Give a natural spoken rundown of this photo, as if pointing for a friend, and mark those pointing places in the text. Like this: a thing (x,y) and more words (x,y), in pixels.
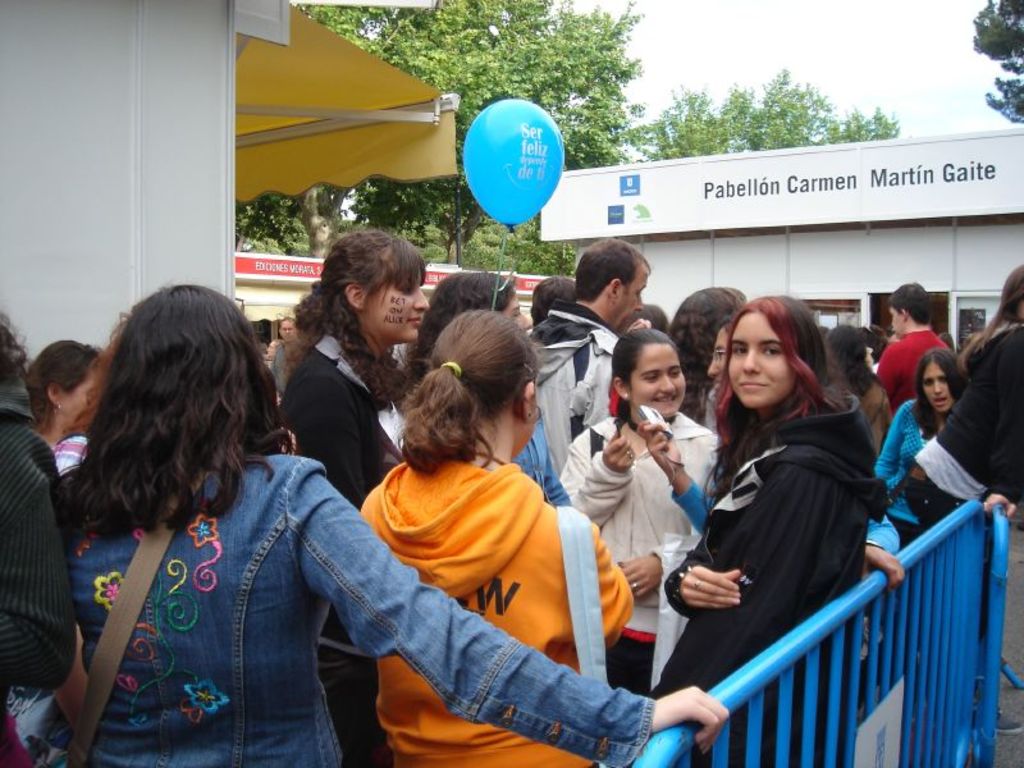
In the foreground of this image (261,605), there are people (702,330) standing. Few (175,580) are wearing bags (121,612) and a person (480,298) is holding a balloon (525,197). In the background (785,227), there are buildings (284,268), trees (589,89) and the sky (818,38).
